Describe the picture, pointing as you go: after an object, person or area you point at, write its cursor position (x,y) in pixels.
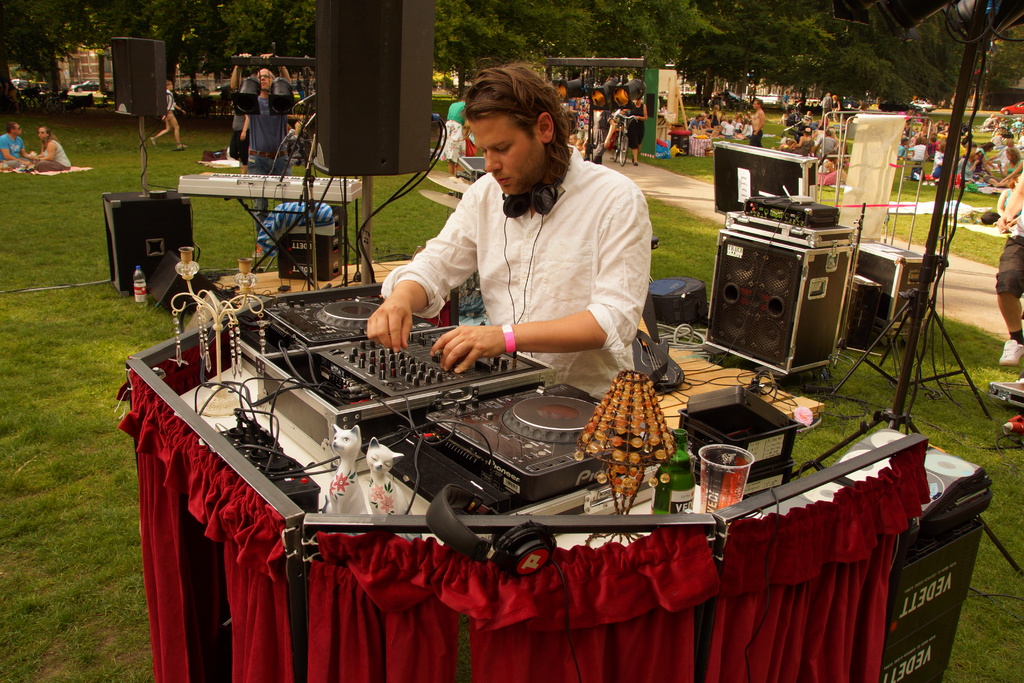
In the background (849,42) we can see the trees (782,30). In this picture we can see the people (825,101) standing, walking and sitting. We can see some devices (139,82) and some objects (946,257). We can see few objects (929,210) on the floor (945,278). We can see a man (511,301), headphones (518,285) around his neck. On a table (896,510) we can see a glass (725,483), bottle (693,471), toys (347,478), few objects (640,483) and devices (361,377). It seems like he is a DJ (Disc jockey) player (535,243).
